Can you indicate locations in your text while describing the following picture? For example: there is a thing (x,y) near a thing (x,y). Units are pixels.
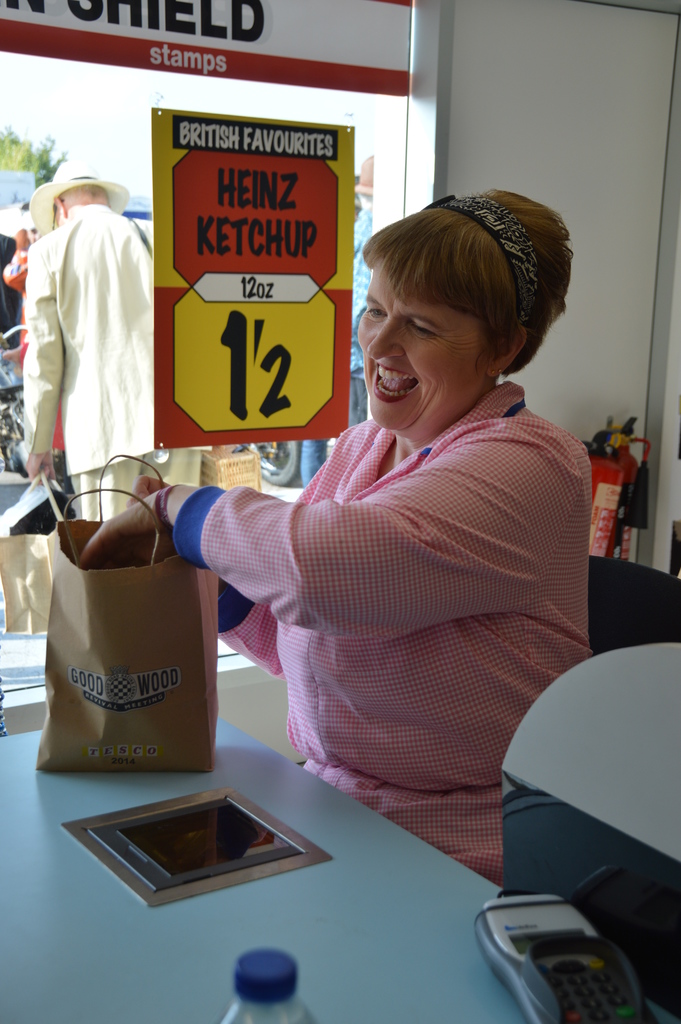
In this image I can see a woman (217,516) and also I can see a smile (390,366) on her face (439,408). Here on this table (123,966) I can see a bottle (247,979), a machine (521,996) and a carry bag (140,658). In the background (55,331) I can see few more people (124,308).
